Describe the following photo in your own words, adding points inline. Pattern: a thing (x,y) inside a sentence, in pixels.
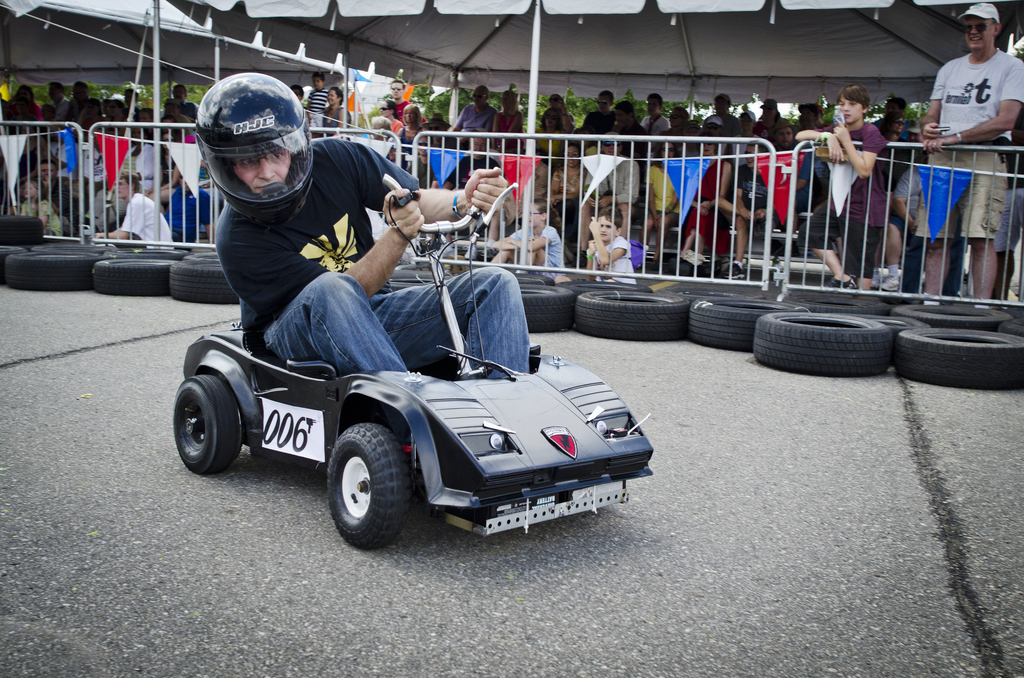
In this picture we can see a man (334,305) wore a helmet (297,155) and riding a vehicle (334,456) on the road (295,525), tyres (151,283), fence (885,245), flags (16,166), tents (864,79) and a group of people (806,119) standing and in the background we can see trees (492,93).
